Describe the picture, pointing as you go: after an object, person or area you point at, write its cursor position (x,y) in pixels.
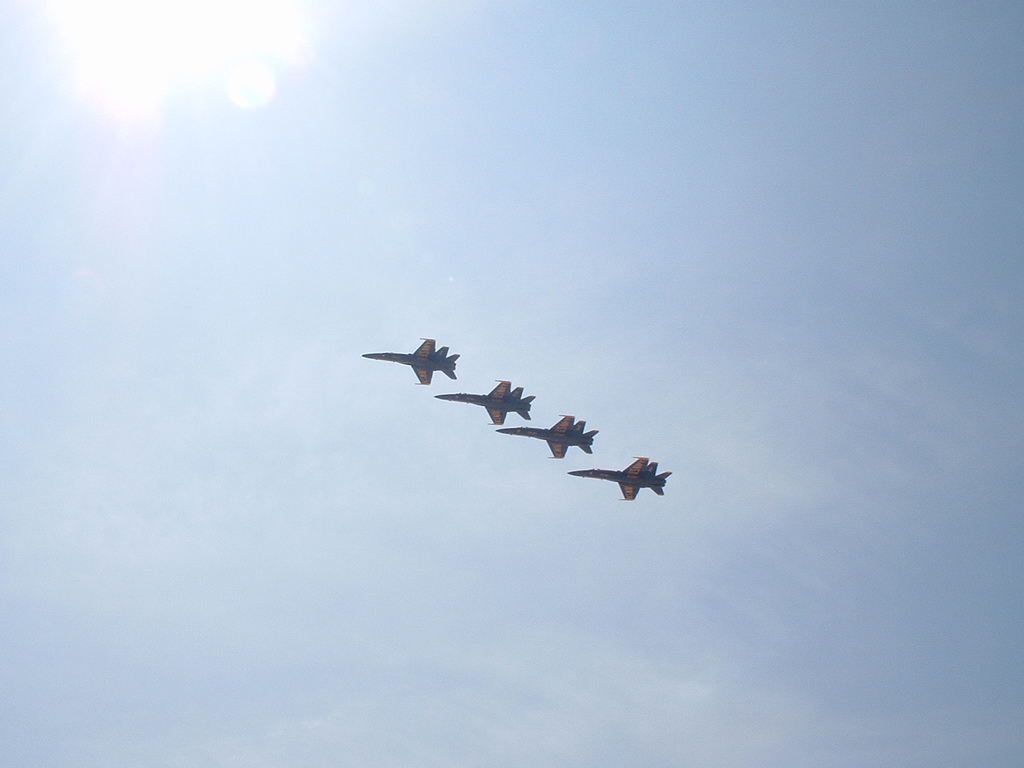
In this image I can see four aircraft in air (558,313). I can also see the sun (131,59) and the sky (312,318).
